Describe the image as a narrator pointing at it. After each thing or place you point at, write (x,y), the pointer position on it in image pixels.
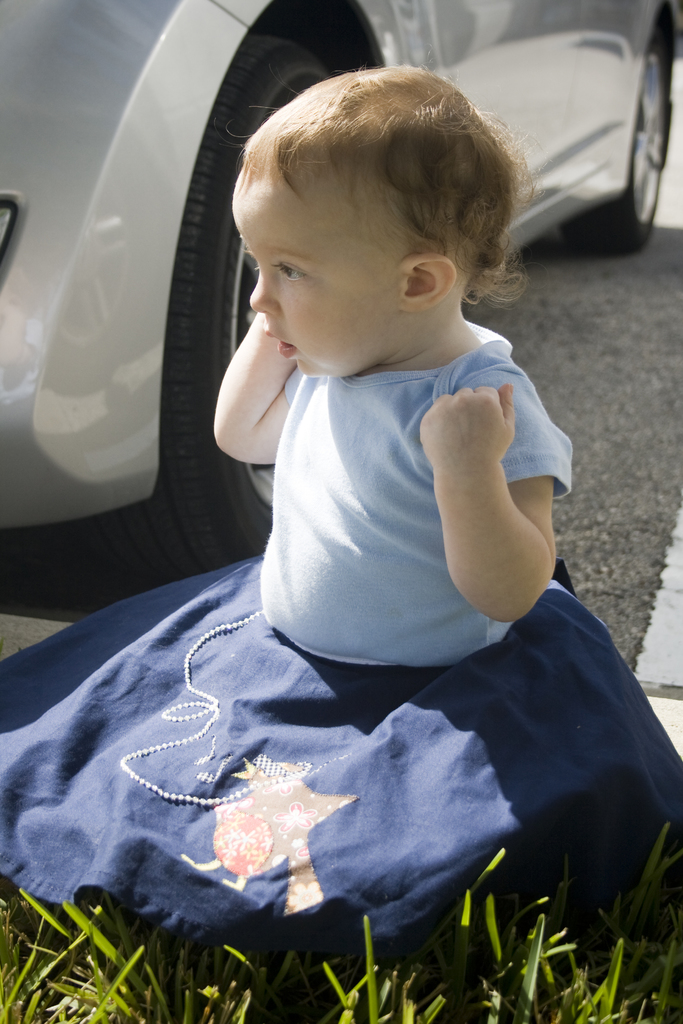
In this image I can see the person (385,626) wearing the blue color dress (379,681). To the side of the person (375,721) I can see the grass (259,964). In the background (74,343) I can see the vehicle (87,93) on the road (593,334).
